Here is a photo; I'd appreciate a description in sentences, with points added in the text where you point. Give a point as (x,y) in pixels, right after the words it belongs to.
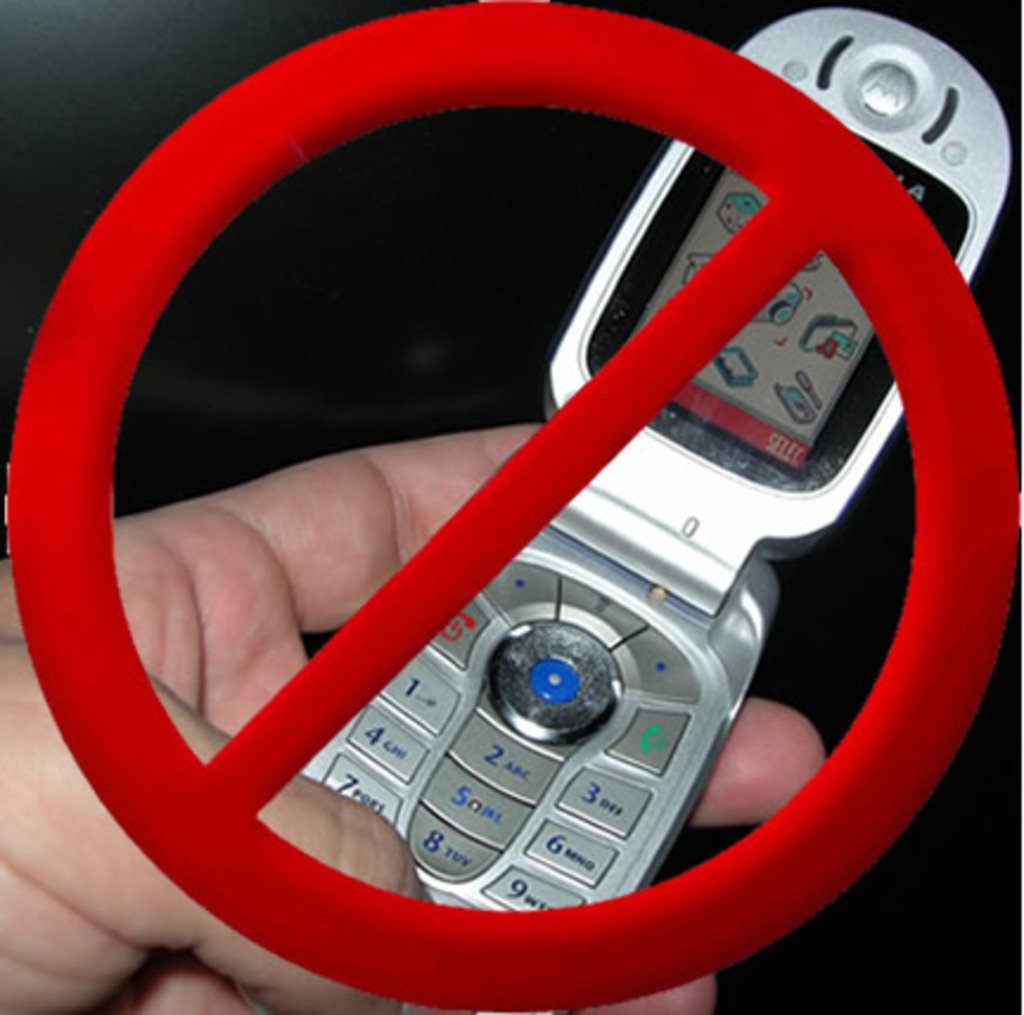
In the front of the image (511,913) I can see symbol (205,124) of sign (205,124) and a person (399,512) is holding a mobile (749,445). In the background of the image (307,318) it is dark.
